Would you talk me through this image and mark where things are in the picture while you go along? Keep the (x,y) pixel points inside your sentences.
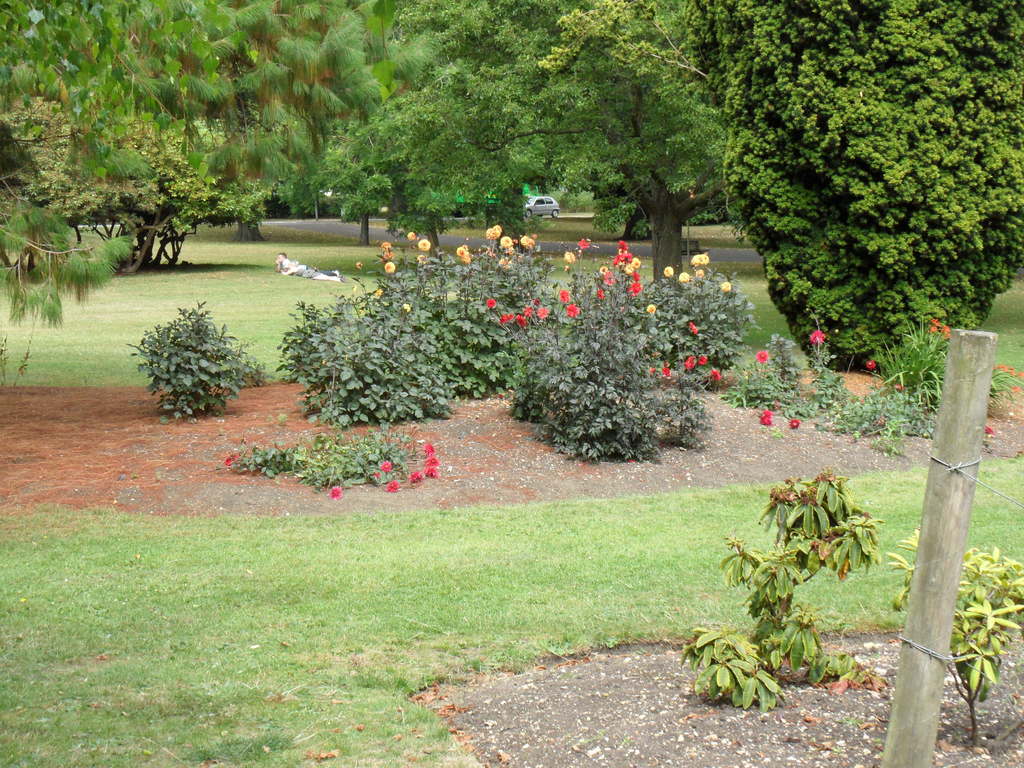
In this image I can see few plants (429,291). I can see some grass (257,611) on the ground (304,283). I can see few trees (605,84). In the background (551,208) I can see a car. On the right side (968,513) there is a wooden stick (968,371).
